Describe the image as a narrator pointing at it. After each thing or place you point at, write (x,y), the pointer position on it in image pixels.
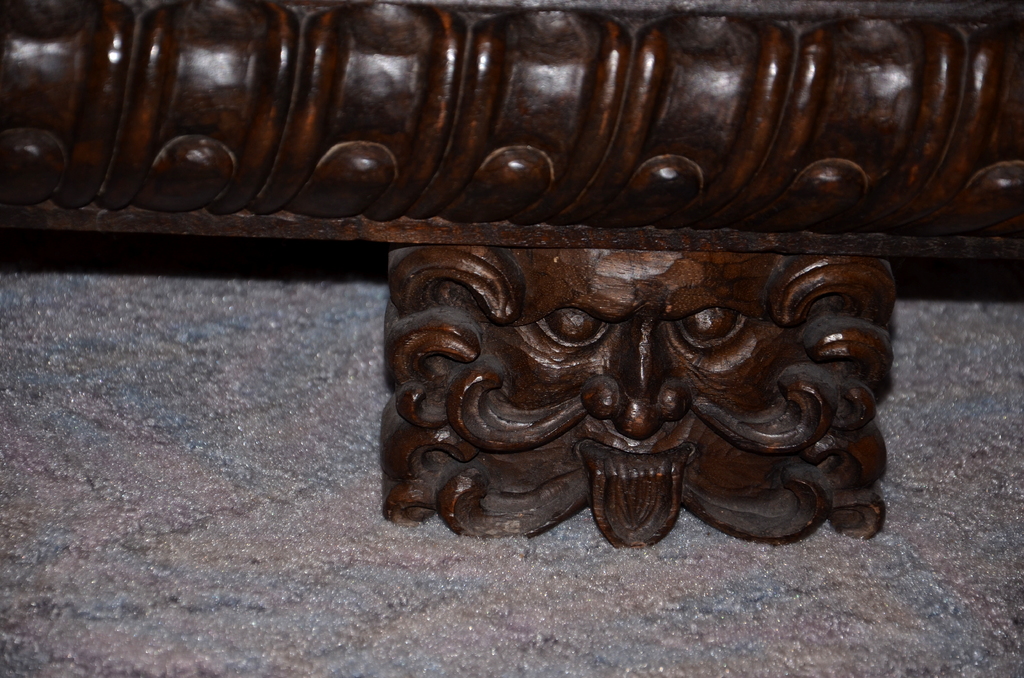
In this image we can see sculpture (708,334) on wood (576,358).
